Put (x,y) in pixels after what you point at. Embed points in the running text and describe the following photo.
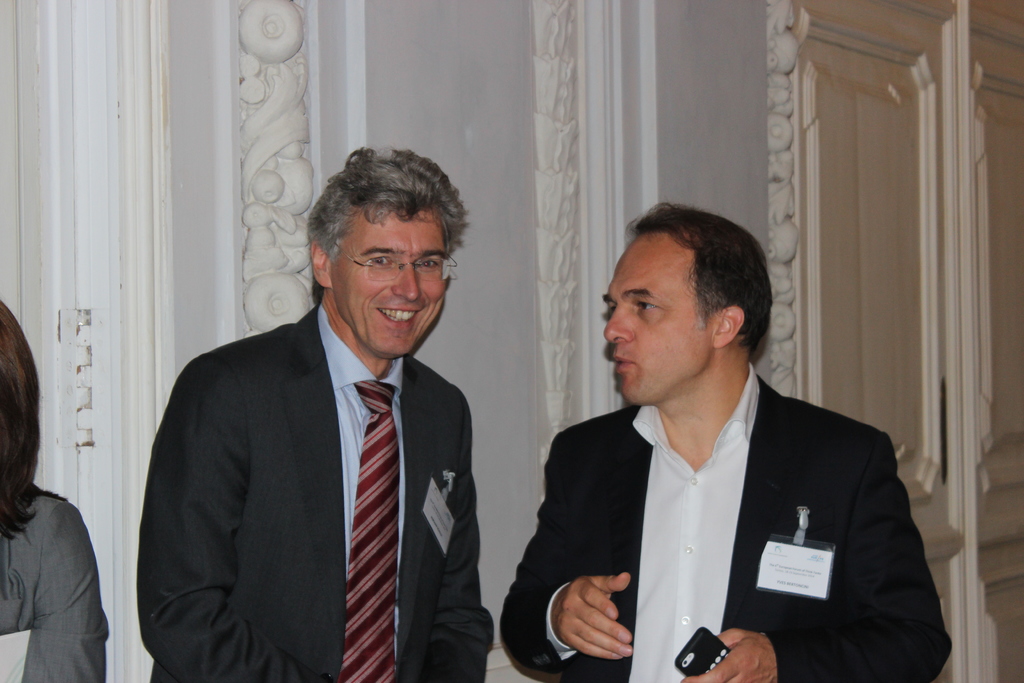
In this picture we can see three people (217,504), one person (599,513) is holding an object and we can see a wall (512,497) in the background (812,386).
